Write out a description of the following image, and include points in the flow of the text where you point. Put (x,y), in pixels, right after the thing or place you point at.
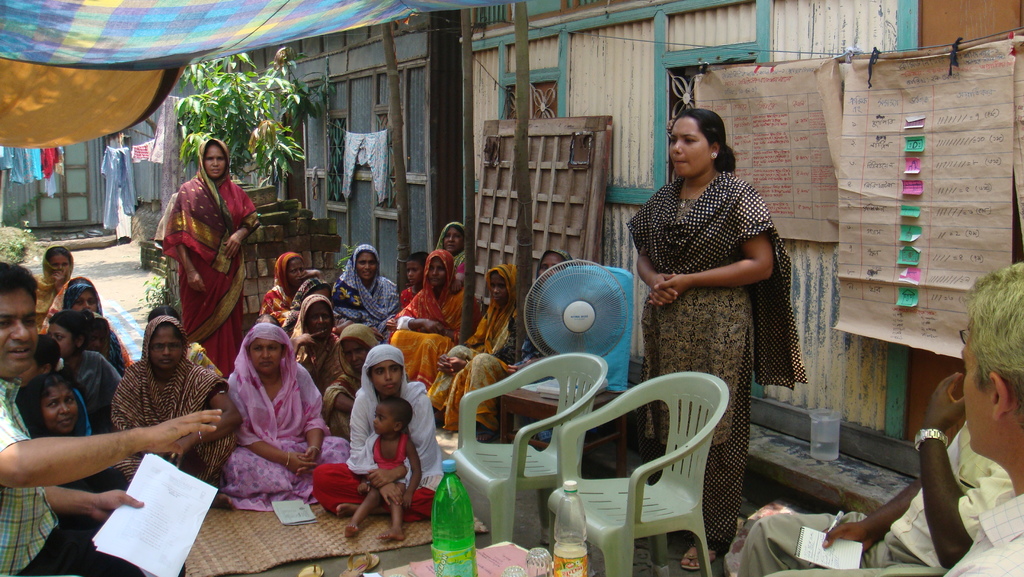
In this image I can see group of people (381,326) sitting. In front (165,507) the person (59,525) is holding papers (179,499). I can see chairs (652,466), table fan (574,305), bottles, glasses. Back Side I can see a houses (659,82) and few charts (873,78). I can see trees (244,114) and clothes (108,170).
